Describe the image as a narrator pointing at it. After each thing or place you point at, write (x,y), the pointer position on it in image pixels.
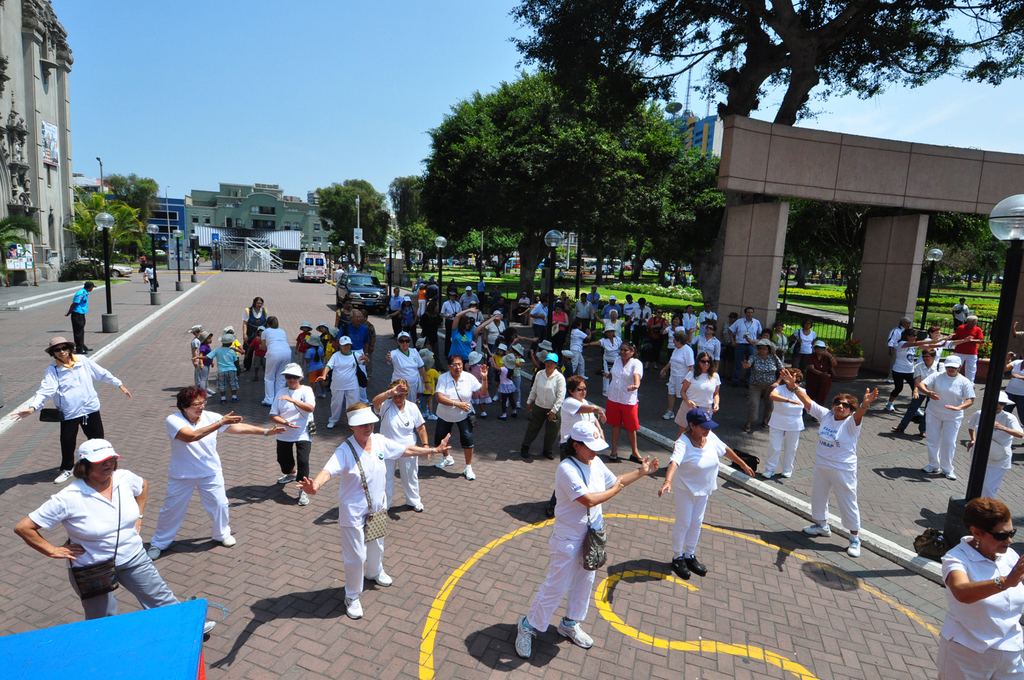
This is the picture of a city (466,272). In this image there are group of people (280,396) standing on the road (892,568). At the back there are vehicles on the road (326,551) and there are buildings (170,222) and trees (792,224) and street lights (441,261). On the right side of the image (882,318) there is an arch (888,232) and there is a railing (838,341). At the top (311,109) there is sky (290,132). At the bottom (450,546) there is a road (419,661) and there is grass (604,298). At the bottom left (191,636) there is an object (179,639).
